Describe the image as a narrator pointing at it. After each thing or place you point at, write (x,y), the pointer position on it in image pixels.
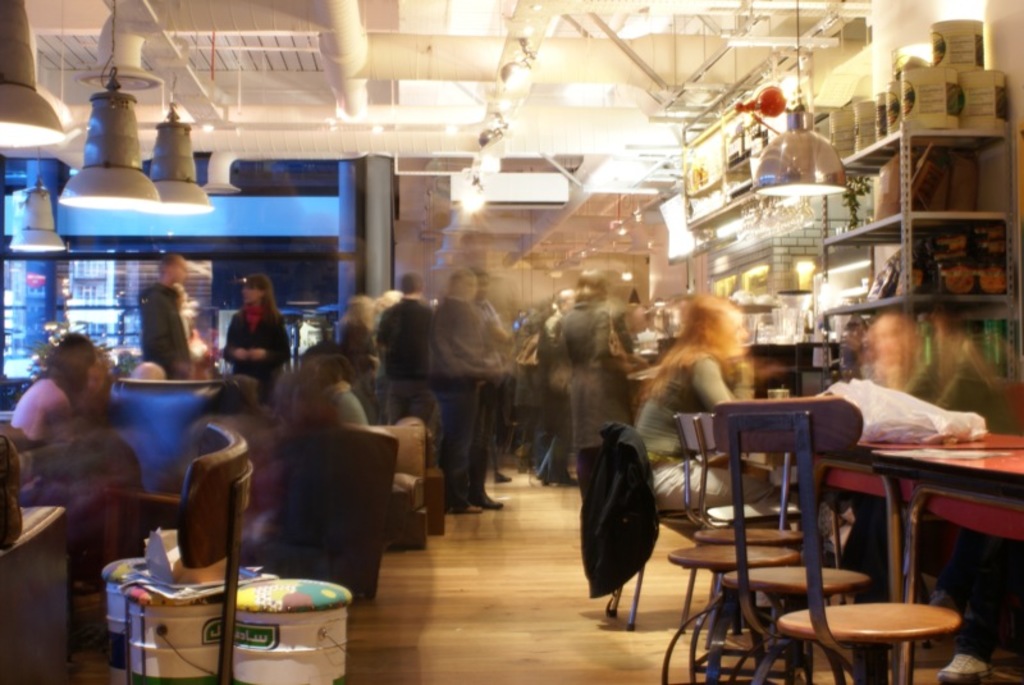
In the middle of the image (470,339) few people (614,339) are standing. Bottom right side of the image (1011,471) there is a table (1002,458) and there is a chair (844,437). Top right side of the image (922,128) there is a rack (1013,235), On the rack (985,152) there are some products (957,108). In the middle of the image (632,412) a woman (723,303) is sitting on the chair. Bottom left side of the image (103,462) there are some people (54,369) sitting on the chair (296,475), Behind them two persons (261,282) are standing. At the top of the image (566,107) there are some lights (521,56) and roof (707,32).
